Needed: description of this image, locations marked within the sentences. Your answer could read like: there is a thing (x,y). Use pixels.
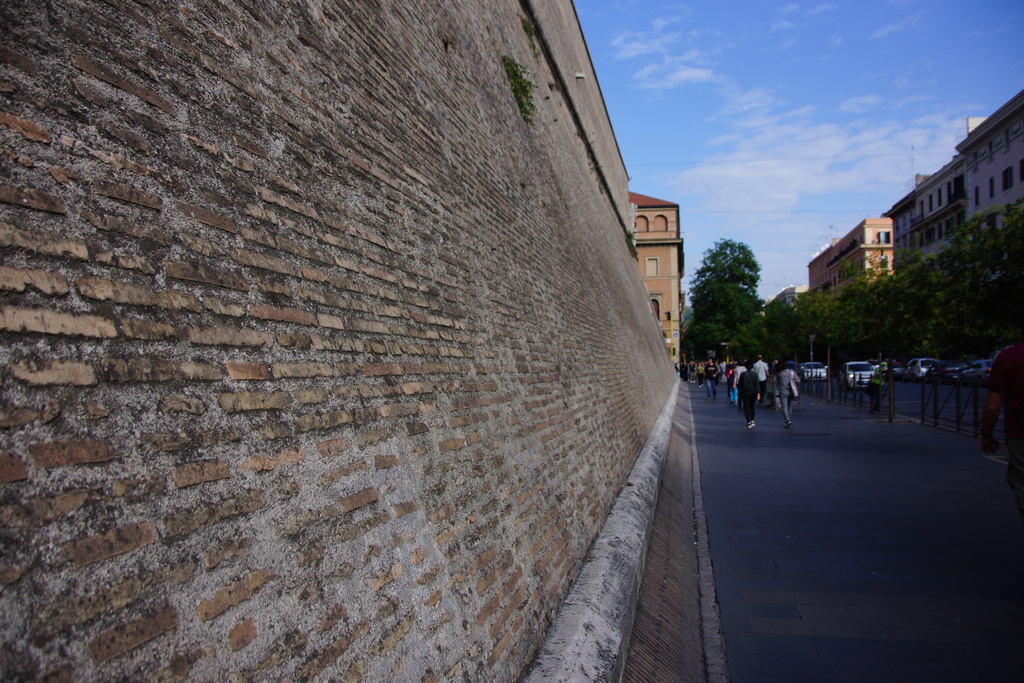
In this image there is a road (824,514) on the right side (859,534). On the road (763,416) there are few people (760,388) walking on it. On the left side (313,304) there is a wall (491,322), Beside the wall (527,295) there is a building (652,233). There are trees (904,354) on the footpath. Beside the trees (860,350) there is a road (905,402) on which there are so many cars (856,374). On the right side (919,203) top there are so many buildings (900,242). At the top (824,83) there is the sky (812,39).
